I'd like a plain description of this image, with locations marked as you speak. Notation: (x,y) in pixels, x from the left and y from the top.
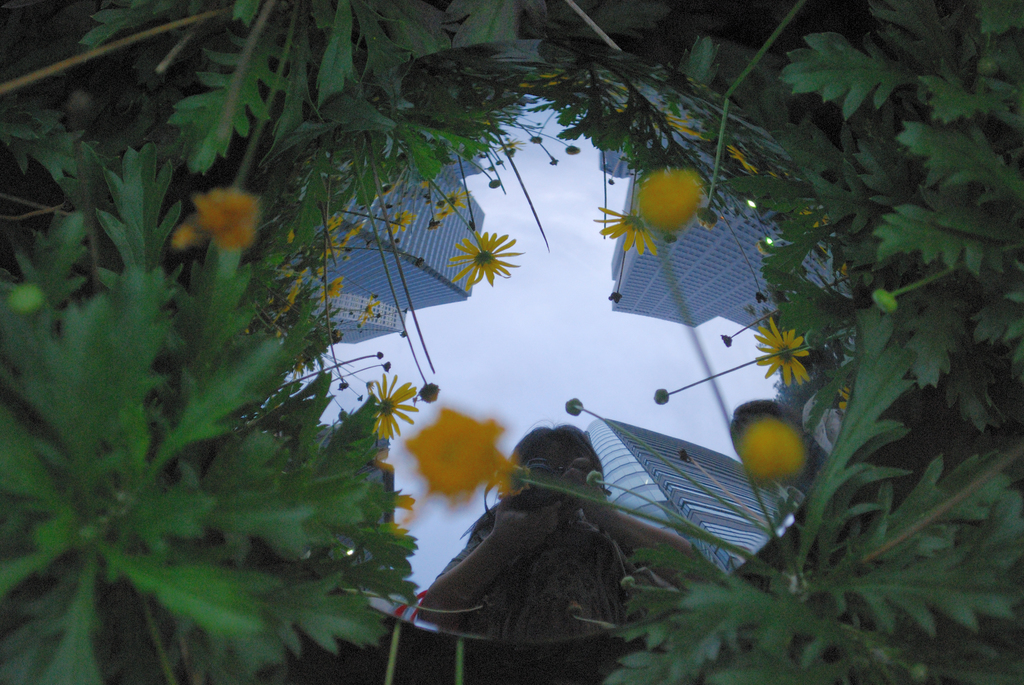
Here we can see plants (795,196) and flowers (245,241). This is a mirror (575,505). In the mirror (723,520) we can see the reflection (636,490) of a person (581,483), buildings (742,291), flowers (791,340), and sky (525,300).
